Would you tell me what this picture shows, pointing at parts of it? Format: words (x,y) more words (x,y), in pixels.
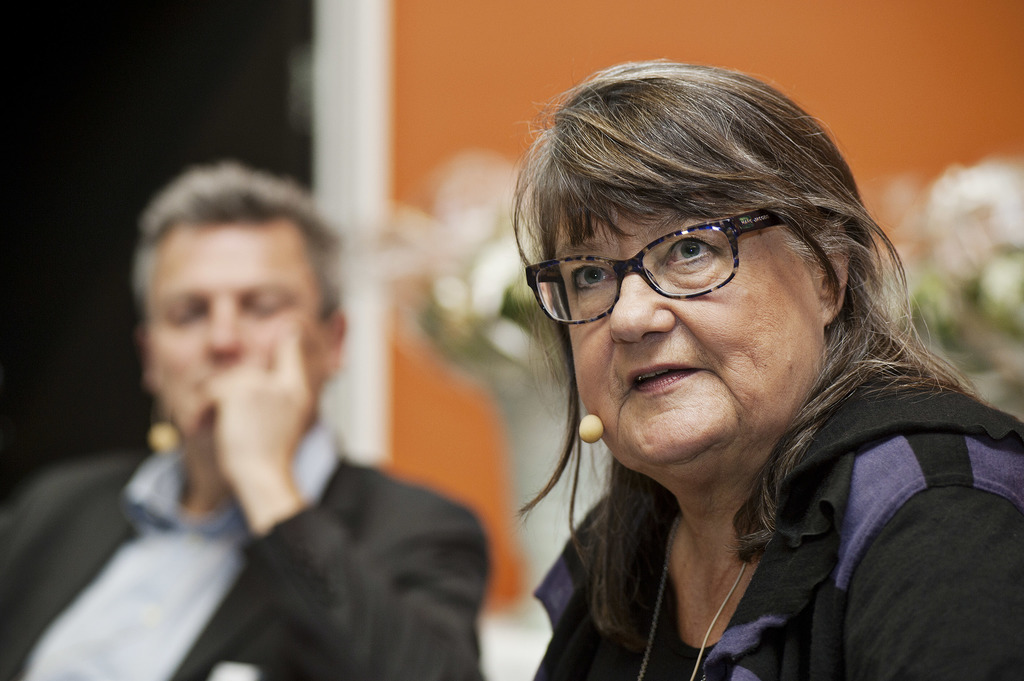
In this image we can see a woman (824,263) wearing spectacles (538,269) and behind her we can see a man (336,253) in a black and white dress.
